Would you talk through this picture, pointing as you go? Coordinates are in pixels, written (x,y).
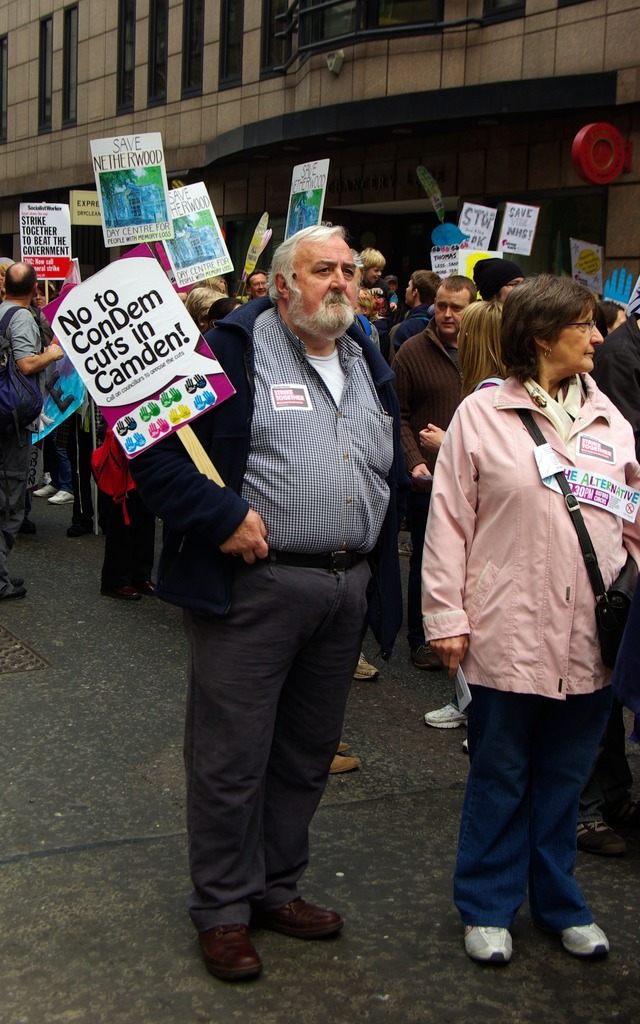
In this image I can see a person (270,580) standing wearing blue color jacket (237,371), gray color pant (241,656) holding a board (150,316) which is in white color. At right (552,555) I can see the other person (571,551) standing wearing pink color jacket (546,565), blue color pant (540,833). At the background (100,202) I can see few other persons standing holding a board (122,204), building (237,132) in brown color.
